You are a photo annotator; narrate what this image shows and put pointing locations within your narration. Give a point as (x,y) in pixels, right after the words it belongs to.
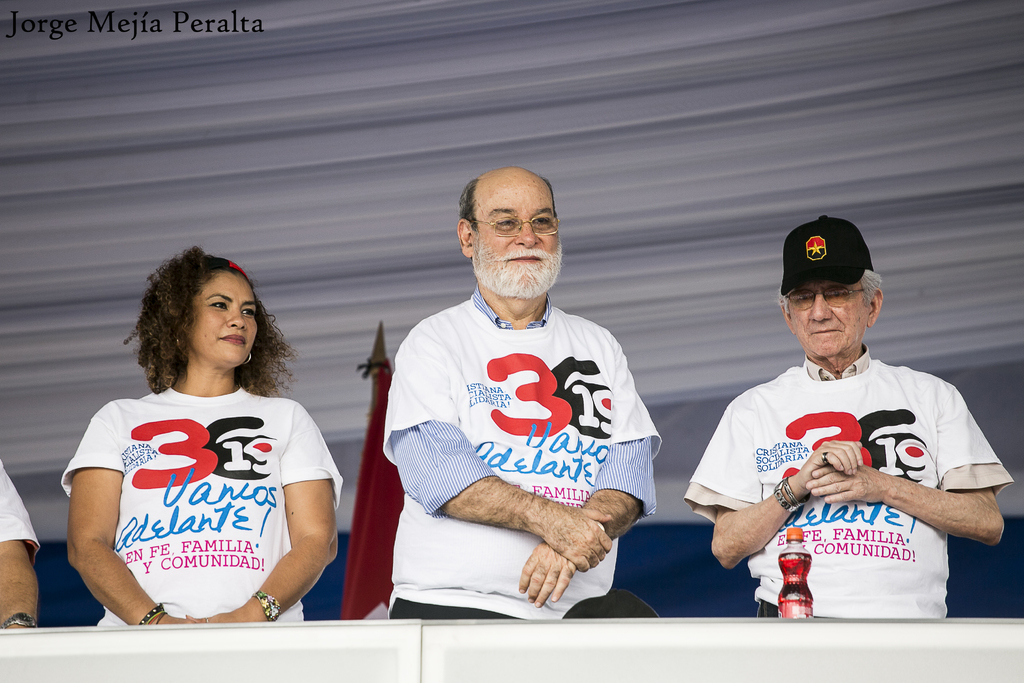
In this image we can see few people (644,472). There are few tables (473,663) at the bottom of the image (306,666). There is a bottle (793,582) on the table (671,628). There is some text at the top of the image (148,22). There is a blur background (345,253) in the image.
